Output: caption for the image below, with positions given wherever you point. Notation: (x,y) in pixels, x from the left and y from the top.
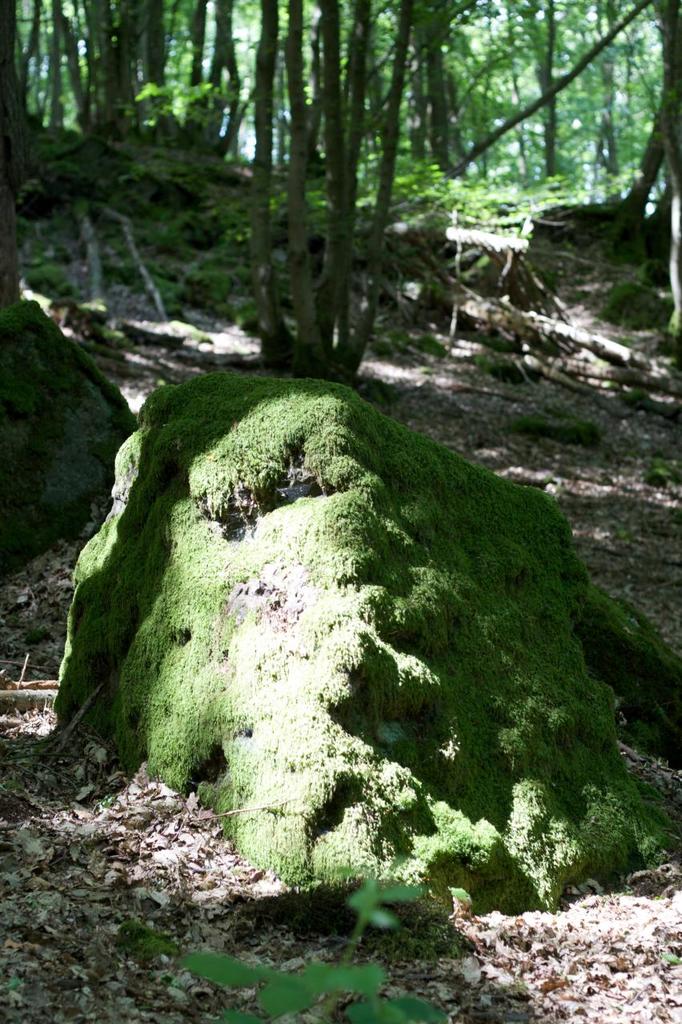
In this image, we can see the ground (193,795) with some dried leaves (66,928). We can also see some plants (446,190), trees (586,63), stones (536,810).
